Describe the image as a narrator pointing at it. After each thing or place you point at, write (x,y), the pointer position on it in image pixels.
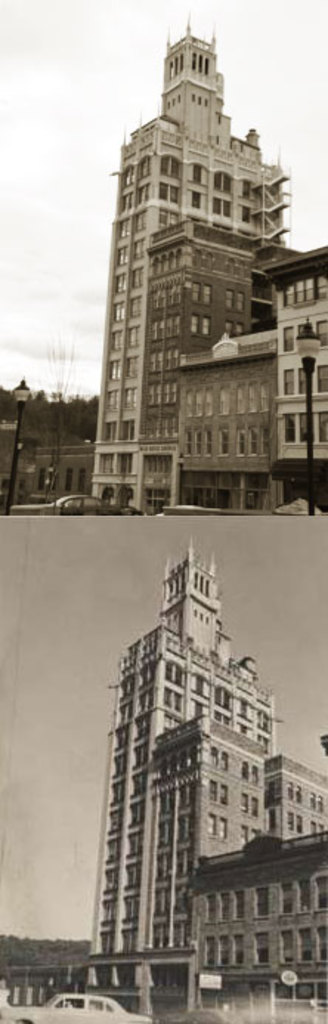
This is a collage of two images. On the first image there is a building (185,330) with windows (210,301). Also there is a light pole (309,379), car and sky (64,272) in the background (61,257). On the second image there is a building (178,806) with windows (178,899). Also there is a car (81,996) and sky (76,764) in the background (87,742). Both buildings (153,648) are same.
